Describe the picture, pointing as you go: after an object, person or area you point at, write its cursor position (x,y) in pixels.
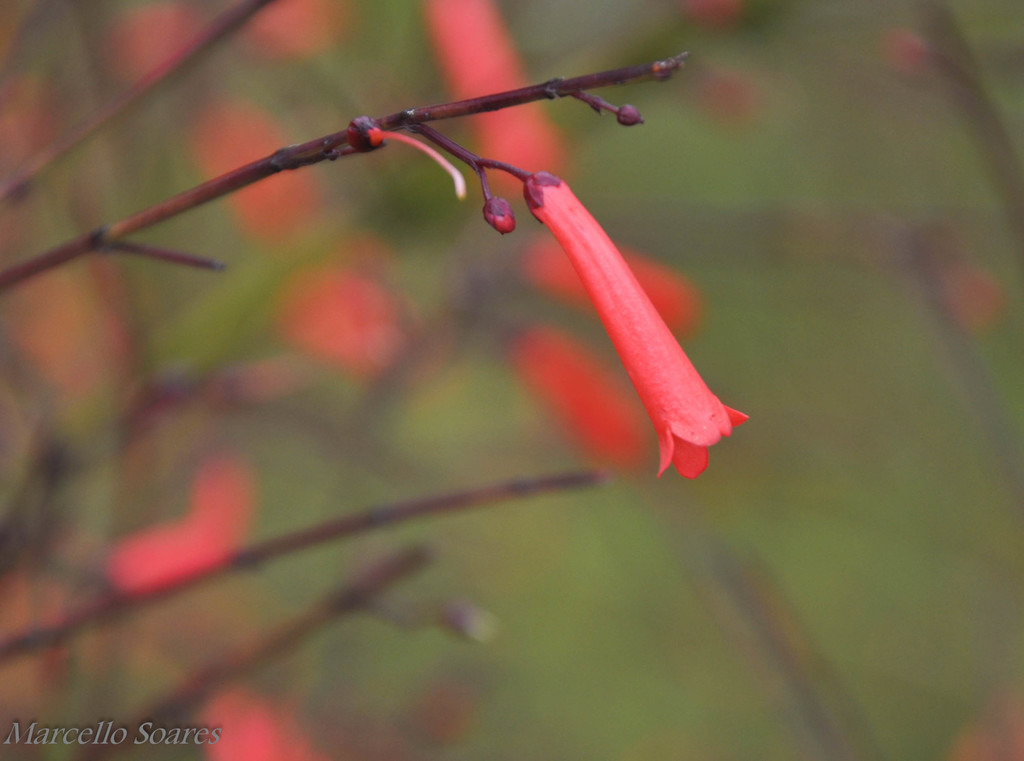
In the picture I can see red color flowers (143,549). The background of the image (517,410) is blurred. On the bottom left side of the image (52,733) I can see a watermark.
